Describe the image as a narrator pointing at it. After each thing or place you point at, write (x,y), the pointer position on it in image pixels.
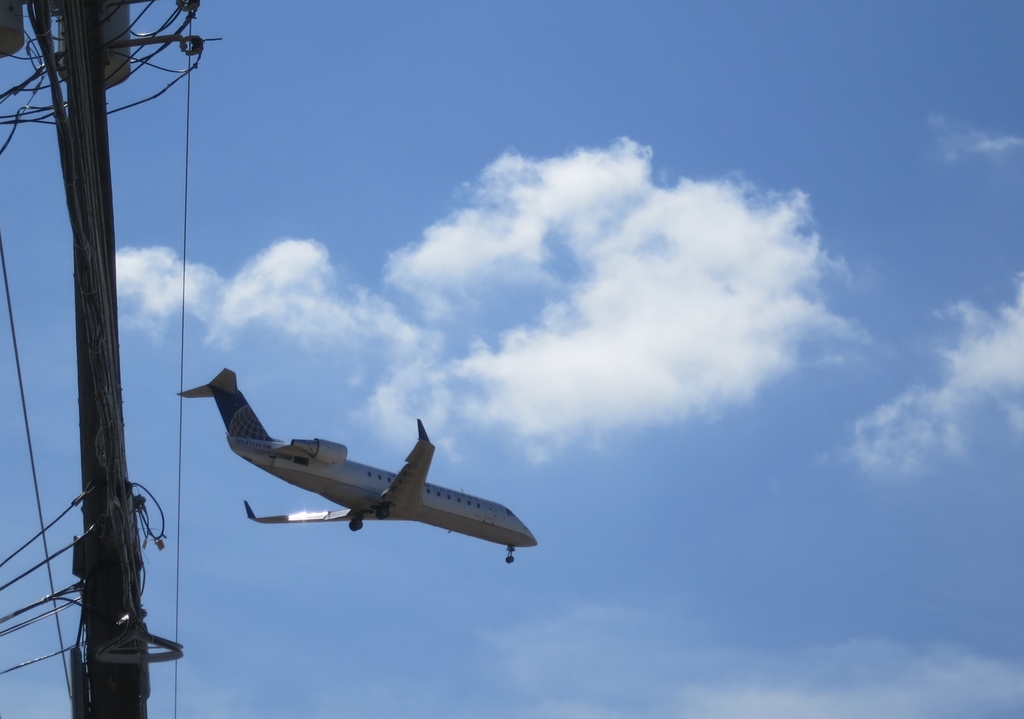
This image is taken outdoors. In the background (688,429) there is the sky (647,389) with clouds (587,312). On the left side of the image (95,526) there is a pole (92,378) with wires (71,547). In the middle of the image (355,465) an airplane (315,467) is flying in the sky (309,542).
